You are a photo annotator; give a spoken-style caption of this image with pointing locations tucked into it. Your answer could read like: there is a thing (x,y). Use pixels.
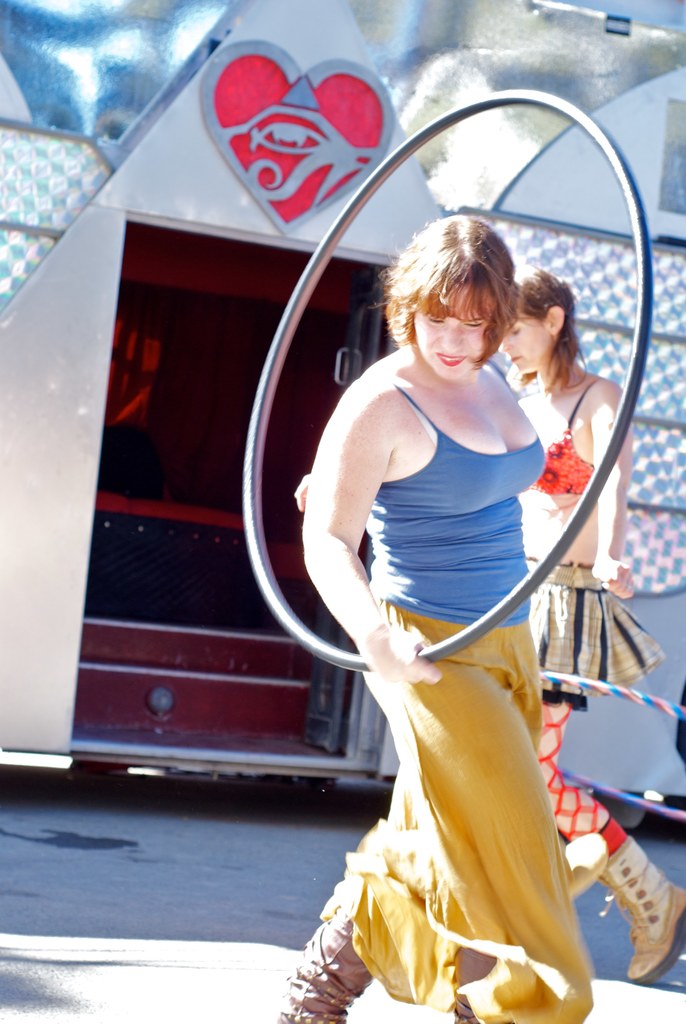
In the picture I can see two women (479,513), one women (465,544) are holding a circle (449,654), behind we can see a vehicle (195,531).
